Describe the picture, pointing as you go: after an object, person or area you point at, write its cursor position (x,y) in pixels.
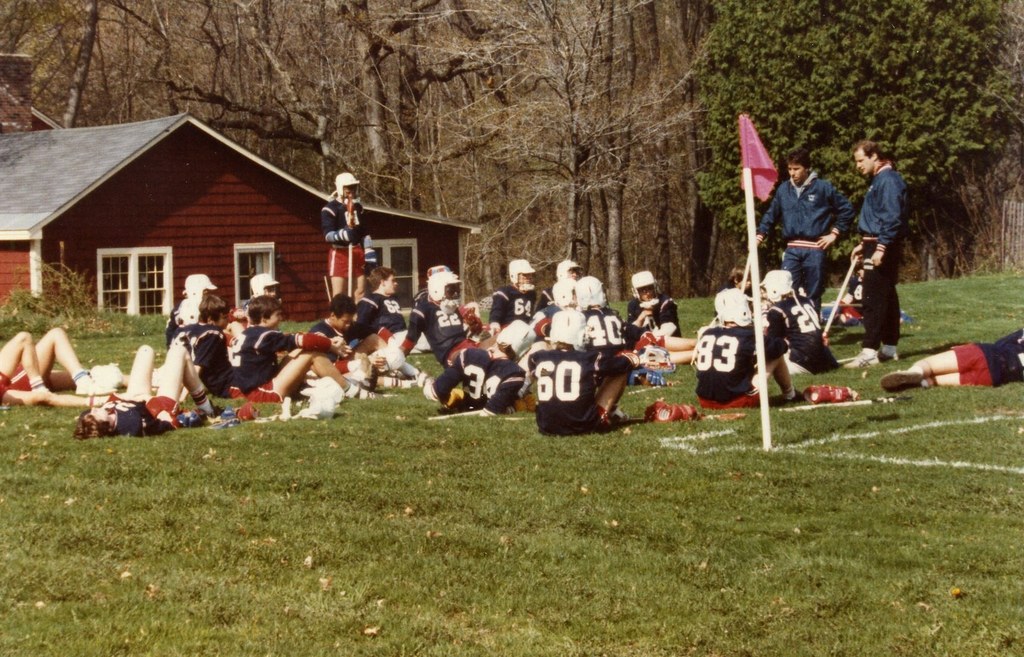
Here we can see group of people (724,379). Few of them are sitting on the ground (596,477) and there are few persons (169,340) lying on the ground (740,428). Here we can see a pole (757,306), flag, and a house (141,121). There are three persons (867,220) standing on the ground (615,464). In the background (574,16) we can see trees (735,127).
